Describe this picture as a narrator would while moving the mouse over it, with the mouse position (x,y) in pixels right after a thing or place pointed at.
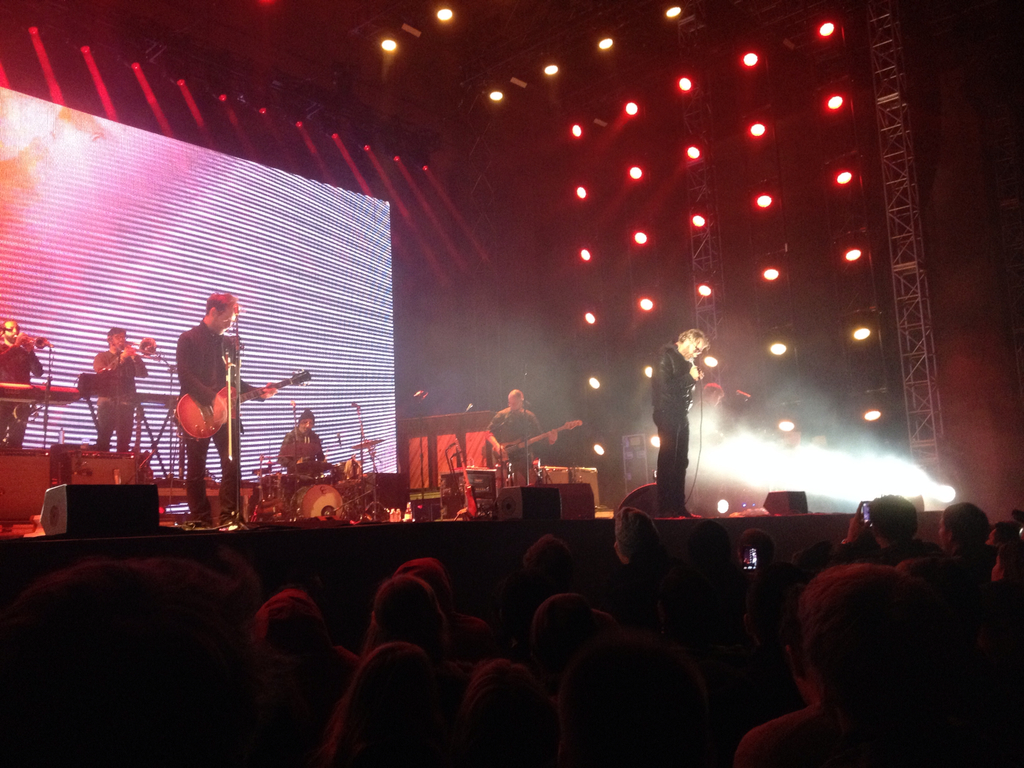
This is the picture taken on a stage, there are group of people (201,388) holding the music instruments (259,389) and singing a song in front of this people (682,396) there are microphones (241,361) with stand (230,437). Background of this people (131,367) is a screen (291,243) with lights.
